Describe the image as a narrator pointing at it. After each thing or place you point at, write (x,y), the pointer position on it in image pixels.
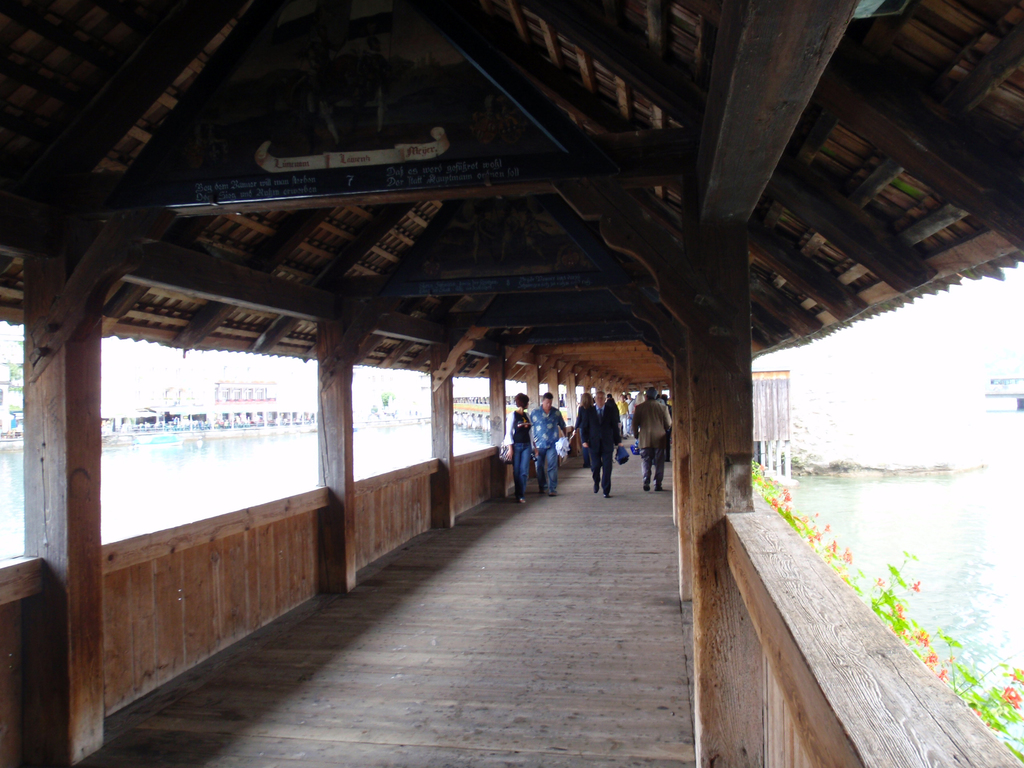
In this image we can see a group of people (548,471) walking on the floor (507,577). We can also see some pillars (98,513) and a wooden roof (103,298). On the backside (985,563) we can see a water body (963,576), plants (890,615) with flowers (852,558) and some buildings (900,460).
